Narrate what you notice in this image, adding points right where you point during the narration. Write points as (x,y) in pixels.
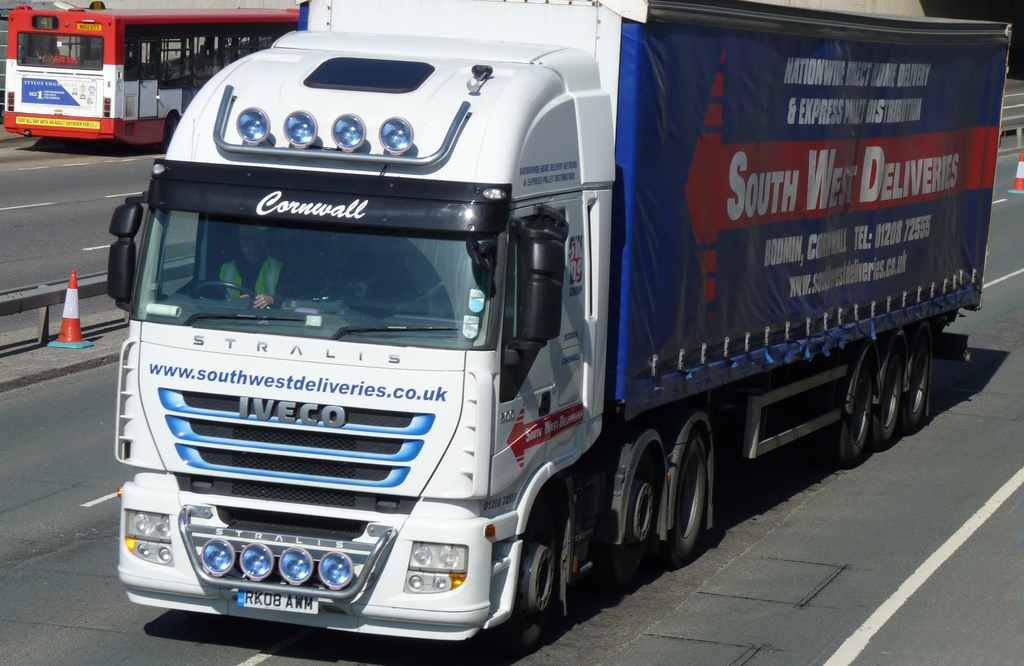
In this image I can see a vehicle (548,250) which is blue, black and white in color on the road (700,555). In the background (65,31) I can see few traffic poles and another vehicle (139,62) which is red and white in color on the road (86,269).
